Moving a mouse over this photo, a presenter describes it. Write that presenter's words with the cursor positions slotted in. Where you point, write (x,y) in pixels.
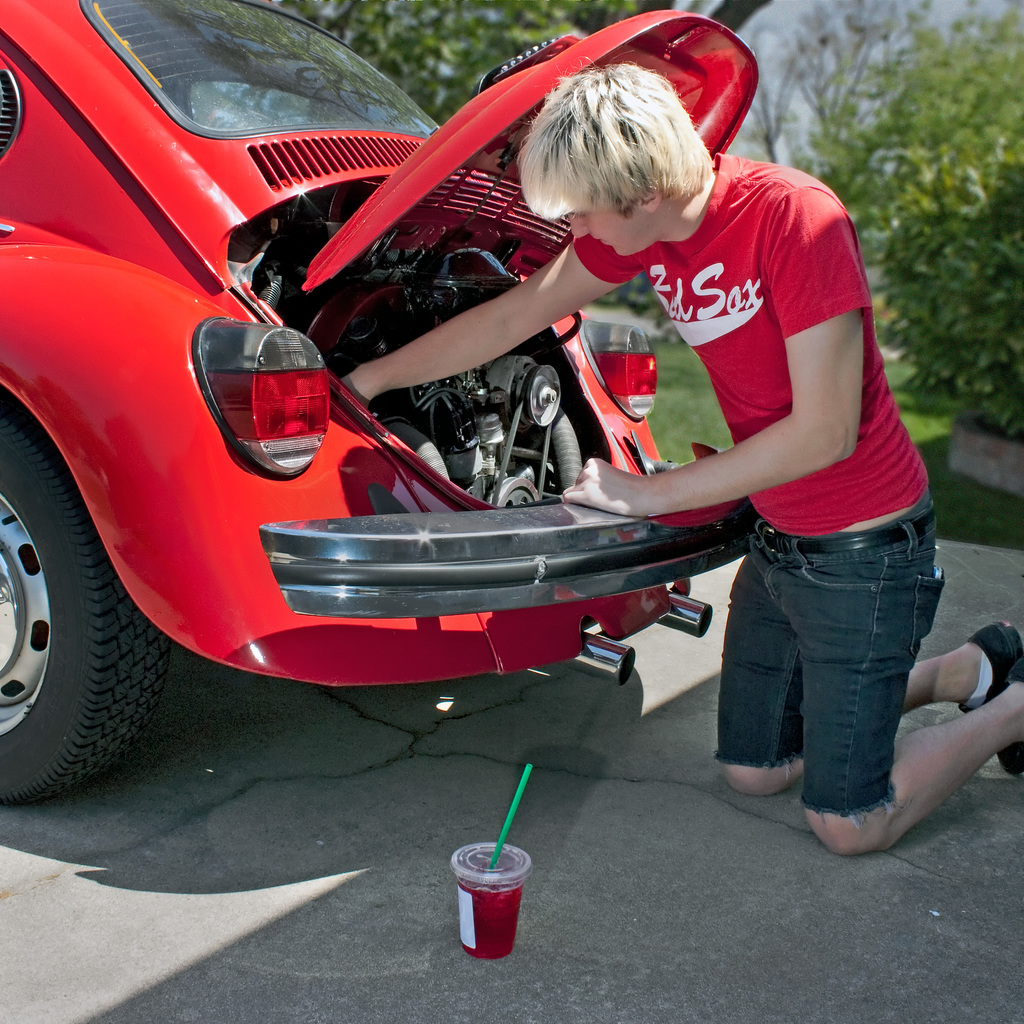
In the picture we can see a backside part (470,381) of the car (471,381) with a wheel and a man (856,553) sitting on the knees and repairing to it and he is in red T-shirt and near to him we can see a glass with a drink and straw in it and behind him we can see some plants (901,185) on the grass surface (900,375).
